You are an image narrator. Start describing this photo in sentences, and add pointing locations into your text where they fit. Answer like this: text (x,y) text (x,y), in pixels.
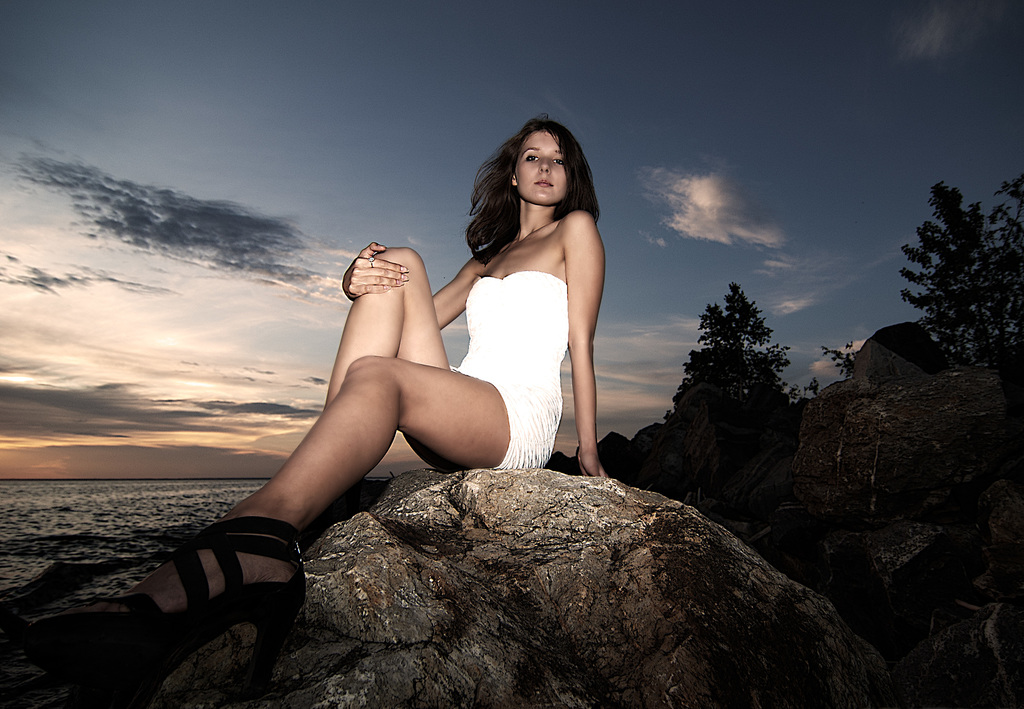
In this picture there is a woman (476,320) sitting on a rock (477,527) and we can see trees (719,362), water (24,514) and rocks (1004,523). In the background of the image (139,300) we can see the sky (96,431) with clouds (174,378).
